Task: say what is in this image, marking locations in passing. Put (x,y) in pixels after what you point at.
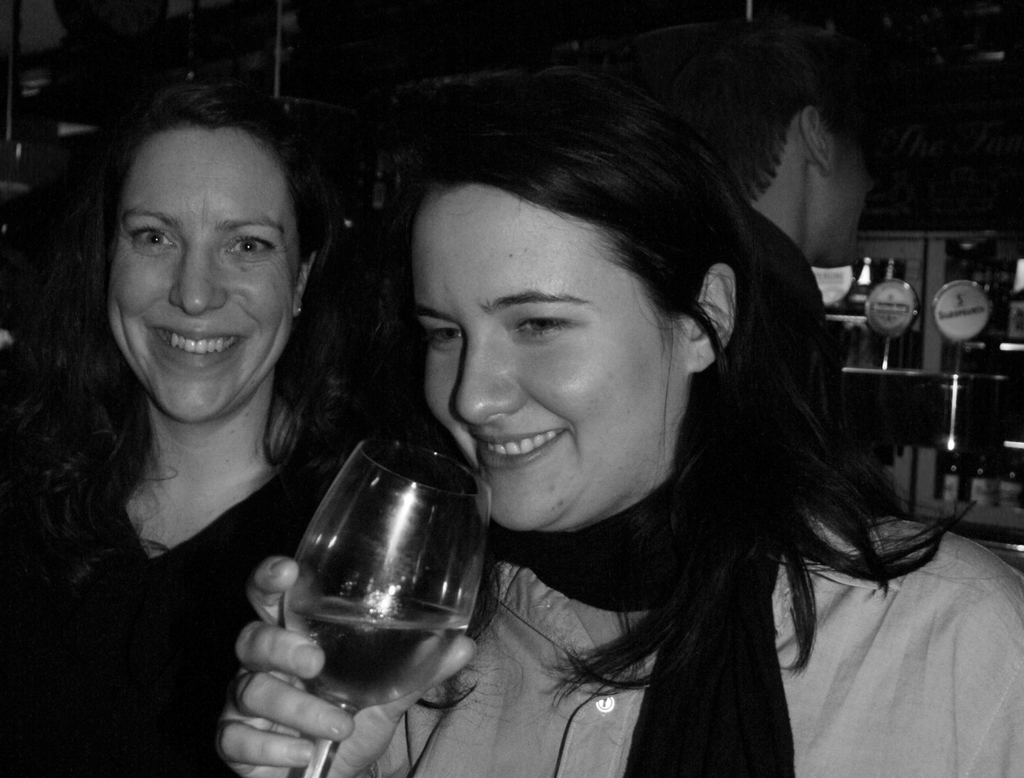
In the middle of the image (658,262) two persons (666,405) are standing and smiling and she is holding a glass (431,518). Behind her a man (697,100) is standing. Top right side of the image (913,243) there is a door (936,288).
